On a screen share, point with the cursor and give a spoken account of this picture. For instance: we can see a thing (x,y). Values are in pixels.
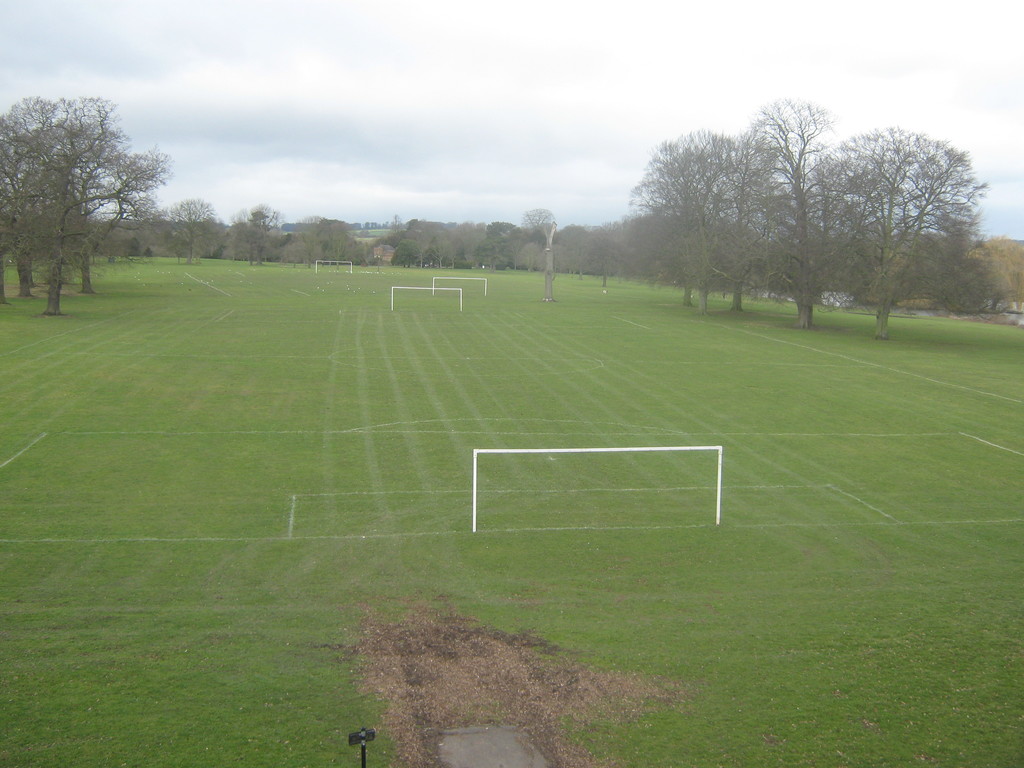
In this image we can see there are two football grounds (670,305) and there are many trees (907,215) in the background (879,250).
